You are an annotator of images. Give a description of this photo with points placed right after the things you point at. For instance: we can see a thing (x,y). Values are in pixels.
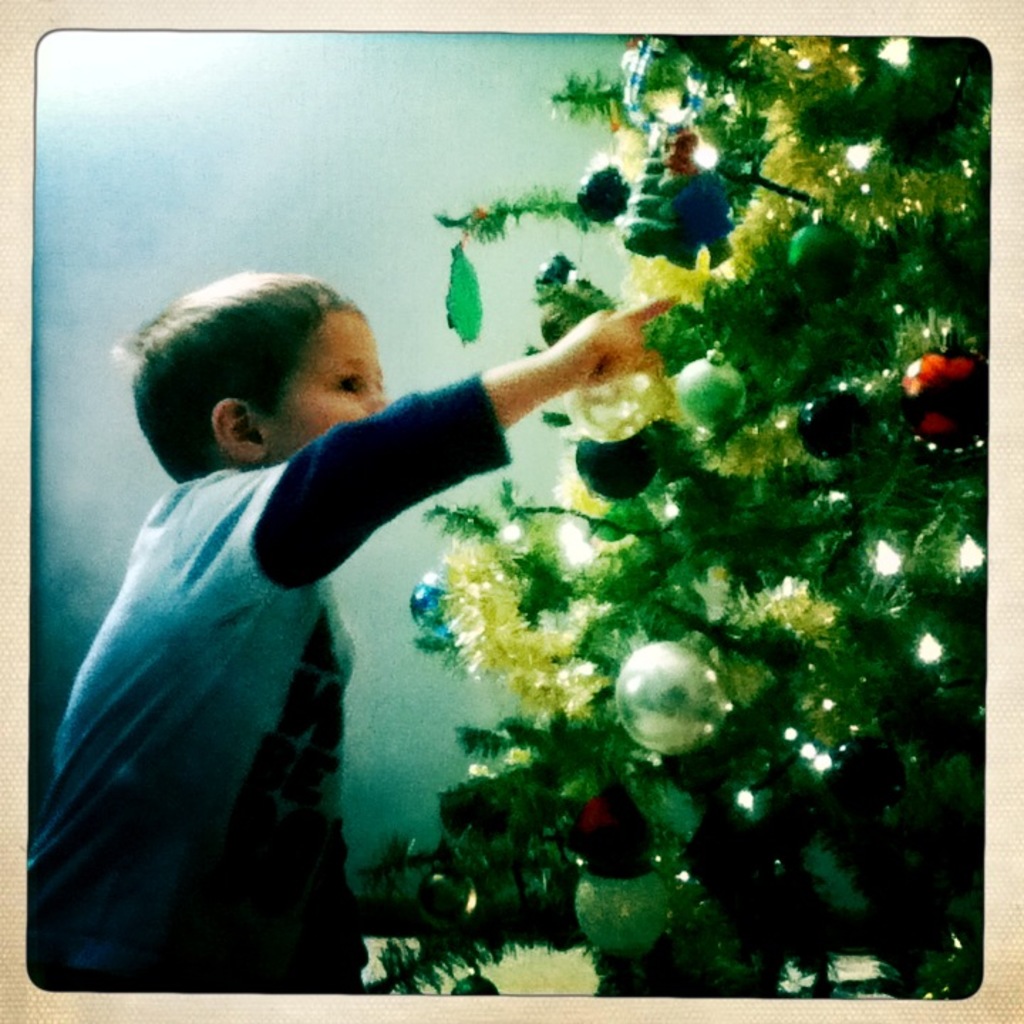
In this image a boy (283,416) standing at the Christmas tree (642,515).
